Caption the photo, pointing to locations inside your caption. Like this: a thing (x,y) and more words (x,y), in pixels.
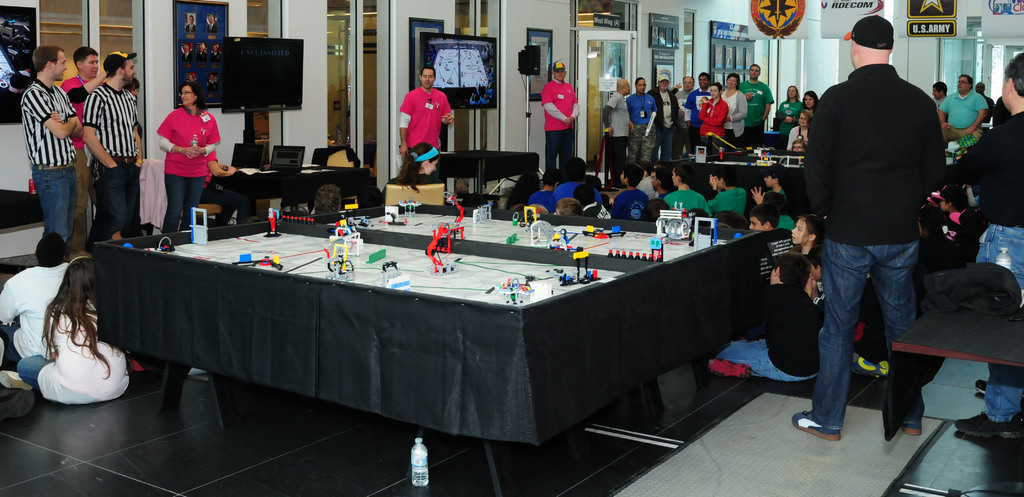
Few persons (406,107) are standing and few persons (626,186) are sitting. This are tables (643,274) with a game (481,281). On this table (337,178) there are laptops (273,165) and papers (259,168). This person (208,191) is sitting on a chair (211,207). There are monitors (250,92) attached to the wall (503,69). On wall (511,81) there are different type of photos (548,66). This are banners (768,16) on the top (920,16). This man (883,37) is standing wore black jacket (859,113) and cap (874,35). On a floor (650,426) there is a bottle (422,477).
